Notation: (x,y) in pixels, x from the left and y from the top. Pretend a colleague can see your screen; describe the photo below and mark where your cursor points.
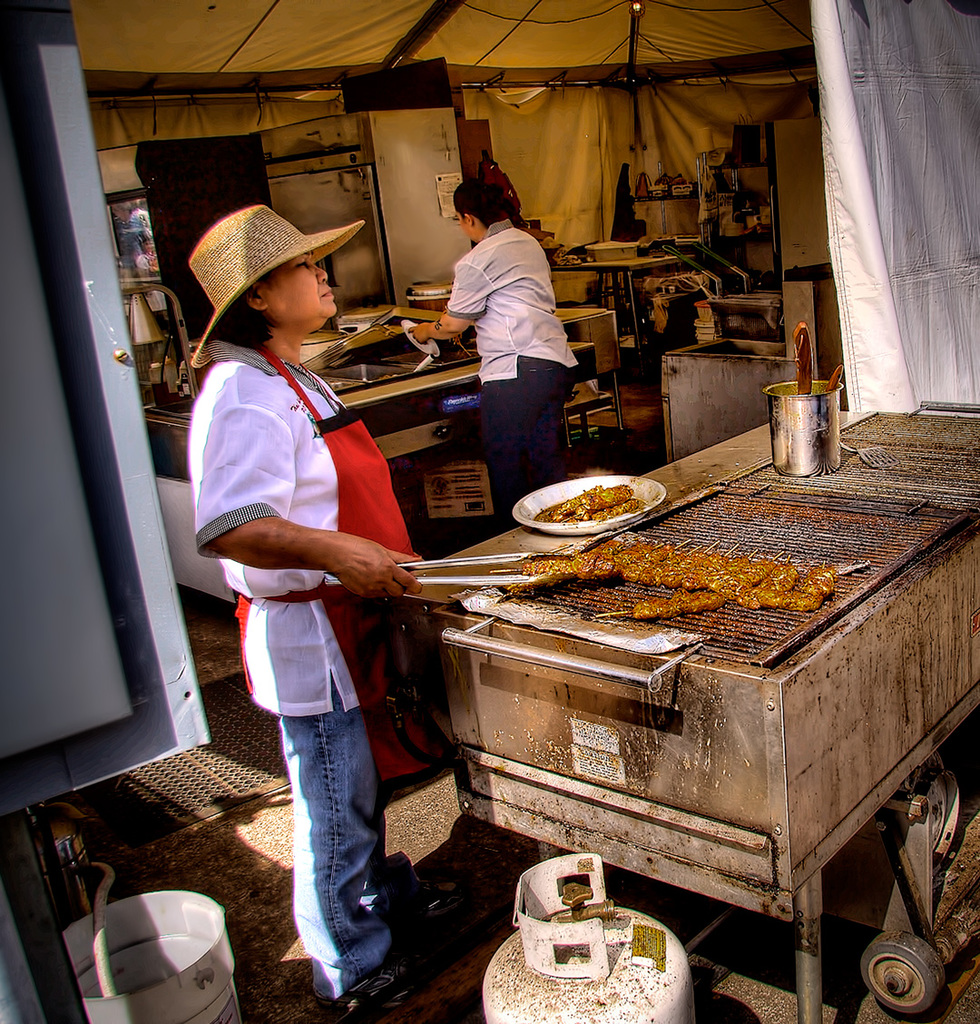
On the right side (769,650) there is a grill (667,524). Also there is a food item (699,569). On the grill (642,590) there is a bowl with some food item (608,497), spoon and a vessel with spoons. Near to that a lady (329,594) is wearing a hat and a apron (337,428) is holding a tongs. Near to the girl (322,450) there is a gas cylinder (556,919) and a bucket (213,961). Also there is a lady (496,375) and a gas stove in the background (496,375). Also there are some other items (650,239) in the background (649,187).
